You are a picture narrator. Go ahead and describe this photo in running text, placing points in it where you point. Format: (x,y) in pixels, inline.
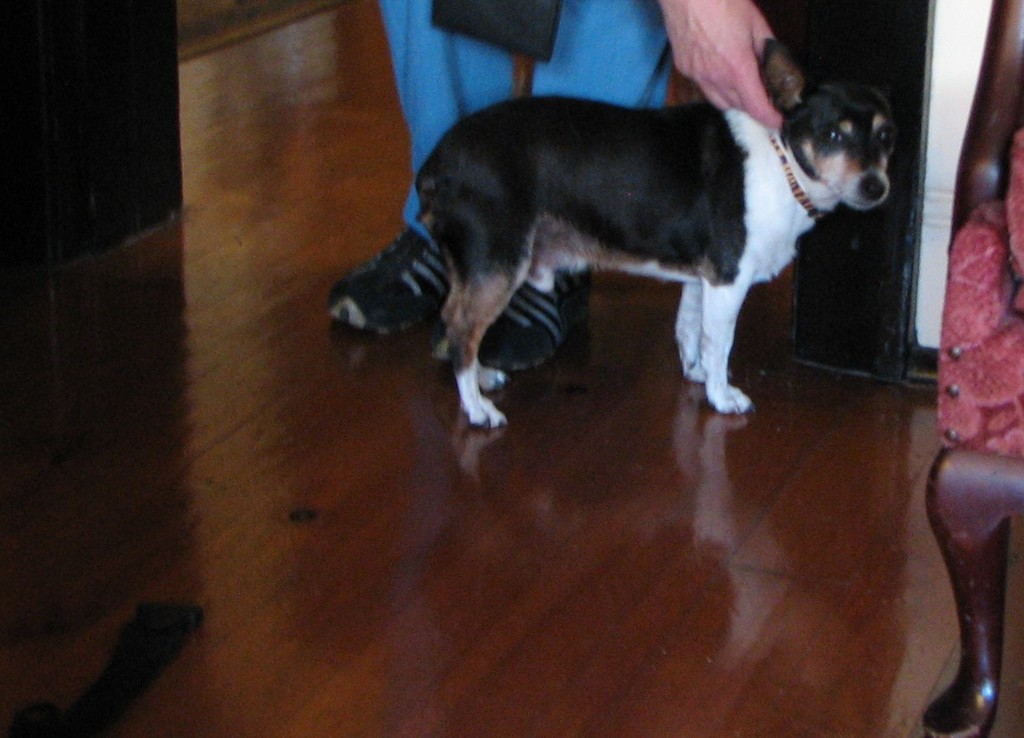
In this image in the center (424,265) there is one man (424,265) who is standing and there is one dog (747,259), on the right side (976,401) there is one chair (964,476). At the bottom (624,561) there is a floor (210,579).
